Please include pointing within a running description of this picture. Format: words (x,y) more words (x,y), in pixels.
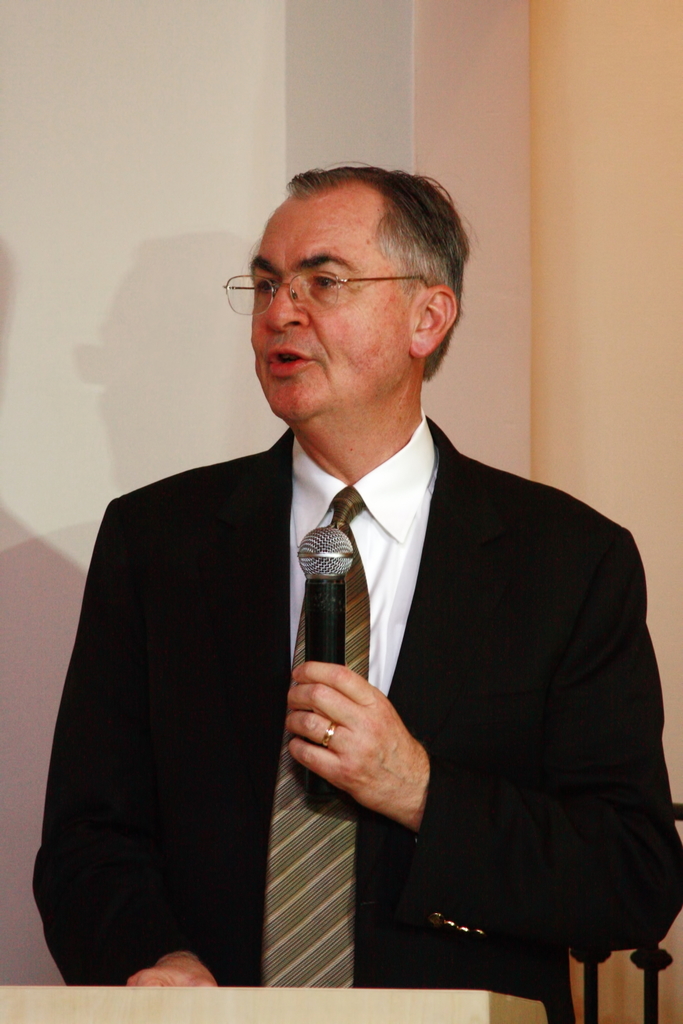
As we can see in the image there is a man (434,794) holding mic (332,638).
